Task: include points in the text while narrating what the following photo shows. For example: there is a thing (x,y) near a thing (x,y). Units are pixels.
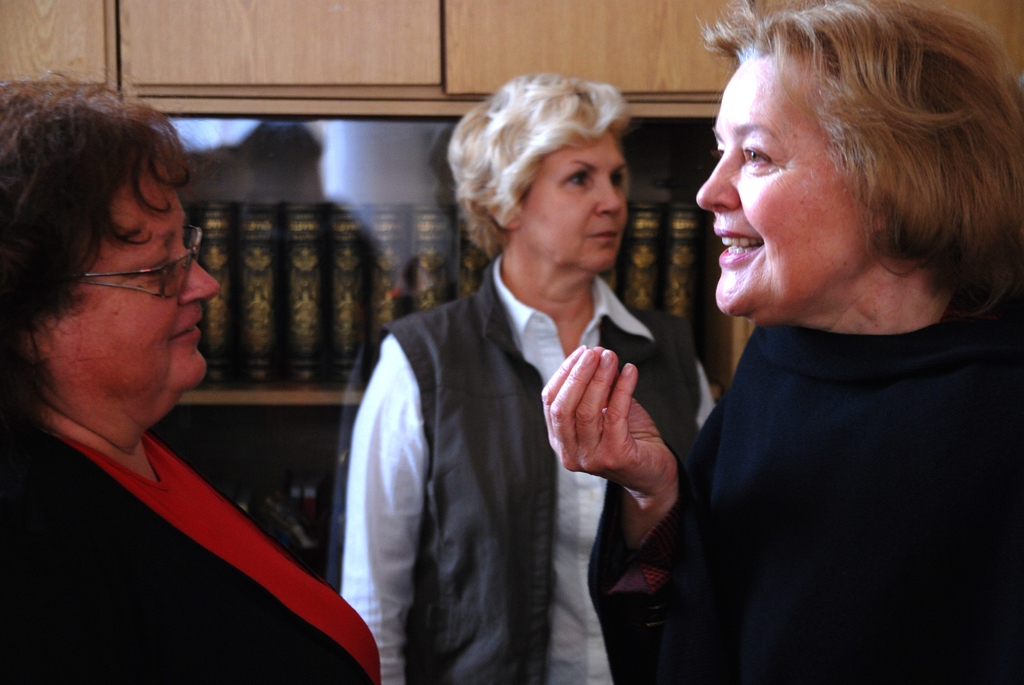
There are three women (481,489) standing. On the left side (143,429) woman (108,385) is wearing a specs (165,268). In the back (310,93) there is a cupboard (356,167). Inside the cupboard (396,148) there are books (341,287).
